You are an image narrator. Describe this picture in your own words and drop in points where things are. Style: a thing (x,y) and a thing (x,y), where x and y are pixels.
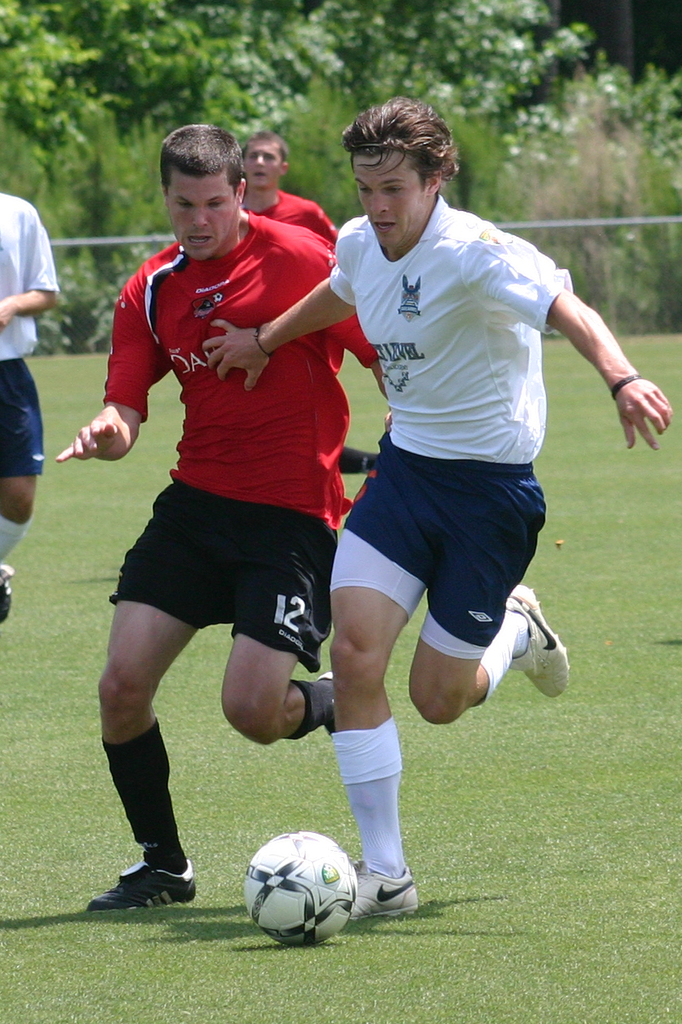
This image is taken outdoors. At the bottom of the image (247,960) there is a ground (593,736) with grass (98,832) on it. In the background (247,58) there are a few trees (179,96) and plants (551,182) on the ground (314,956). There is a fence (641,224). On the left side of the image (35,454) a man (29,471) is walking on the ground (13,560). In the middle of the image (312,608) three men (311,669) are running on the ground (459,755) to kick a football (282,879).
